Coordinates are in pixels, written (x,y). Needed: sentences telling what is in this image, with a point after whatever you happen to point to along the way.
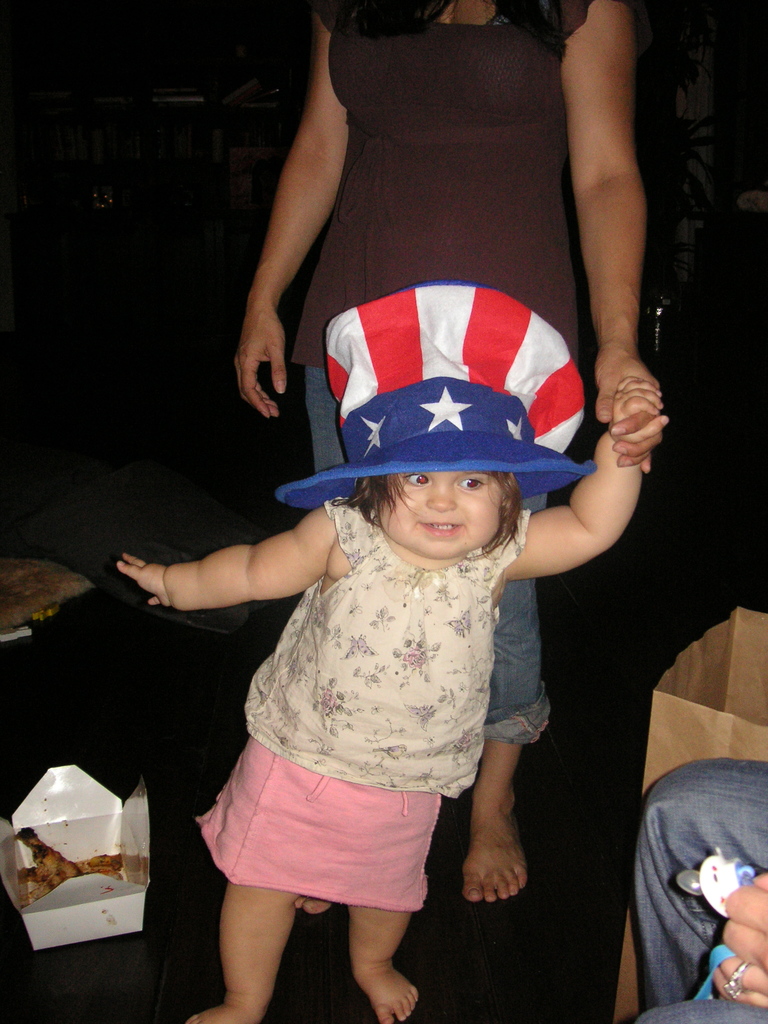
Here we can see a person (537,41) and a kid (415,721) standing on the floor (539,912). She wore a cap (539,420). Here we can see a box (124,896). There is a dark background (742,142).
